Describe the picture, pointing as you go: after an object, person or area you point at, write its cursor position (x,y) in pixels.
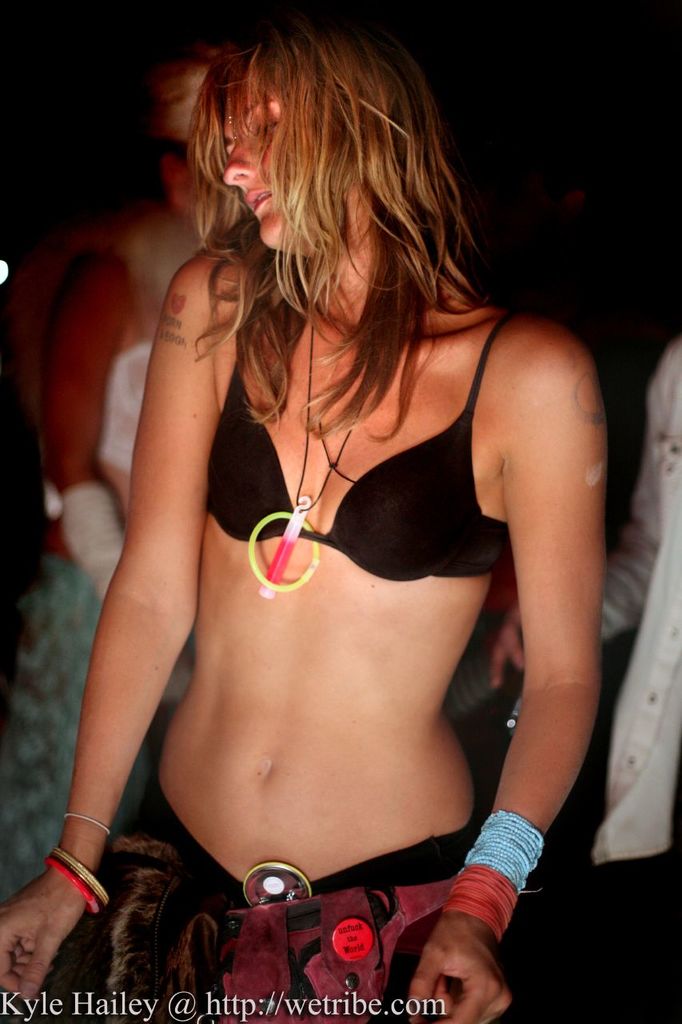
In the middle of the image (288,534) we can see a woman (349,804). There is a dark background (69,375) and we can see two persons (644,465). At the bottom of the image (421,995) we can see something is written on it.
